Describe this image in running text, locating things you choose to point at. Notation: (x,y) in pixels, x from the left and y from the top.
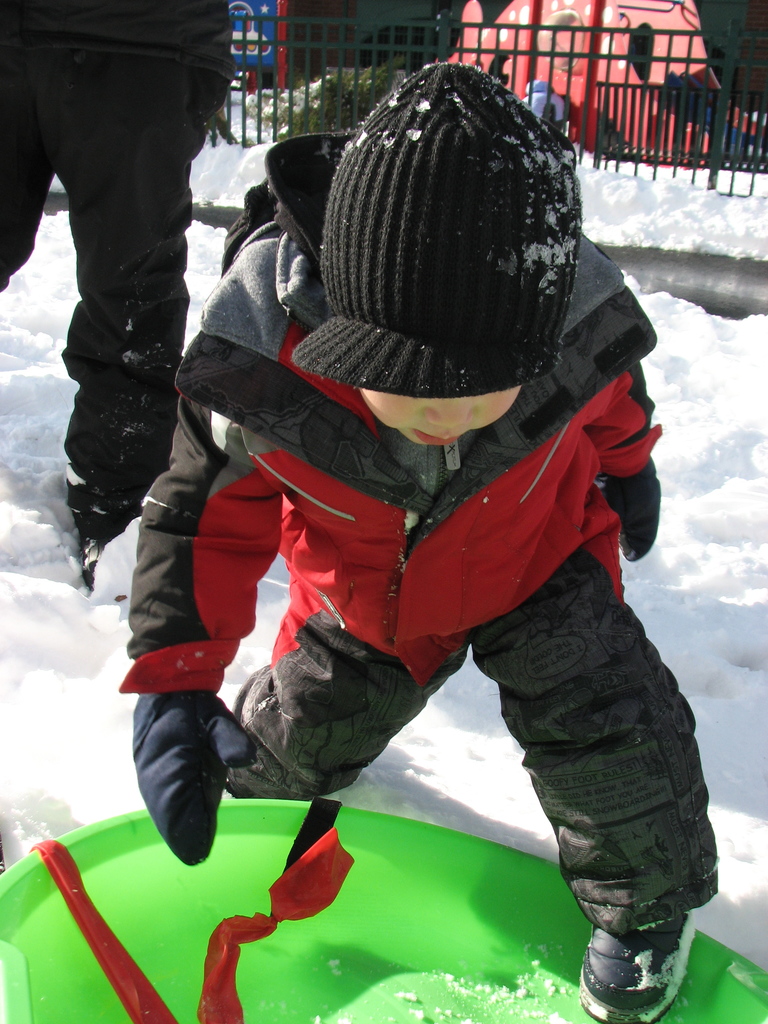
In this image, in the foreground (241,471) I can see the child (638,705), at the backside (89,480) someone (94,514) standing and in this image I can see snow (694,509).
